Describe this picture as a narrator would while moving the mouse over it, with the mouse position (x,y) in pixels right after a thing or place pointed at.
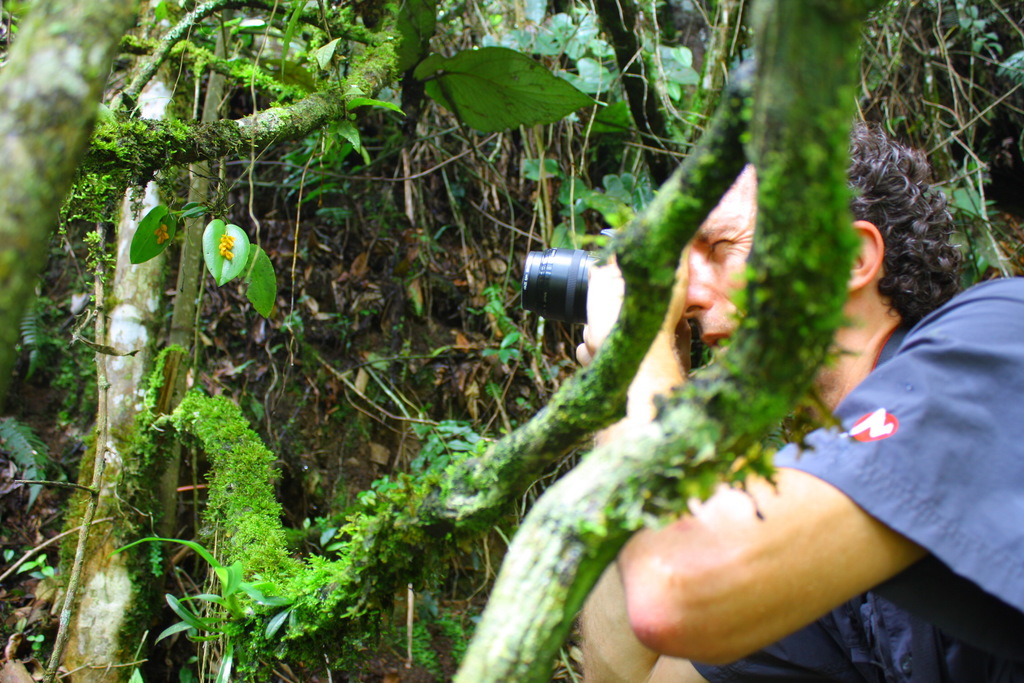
In this picture there is a man (933,614) on the right side of the image (944,392), by holding a camera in his hands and there is greenery (592,199) around the area of the image.
